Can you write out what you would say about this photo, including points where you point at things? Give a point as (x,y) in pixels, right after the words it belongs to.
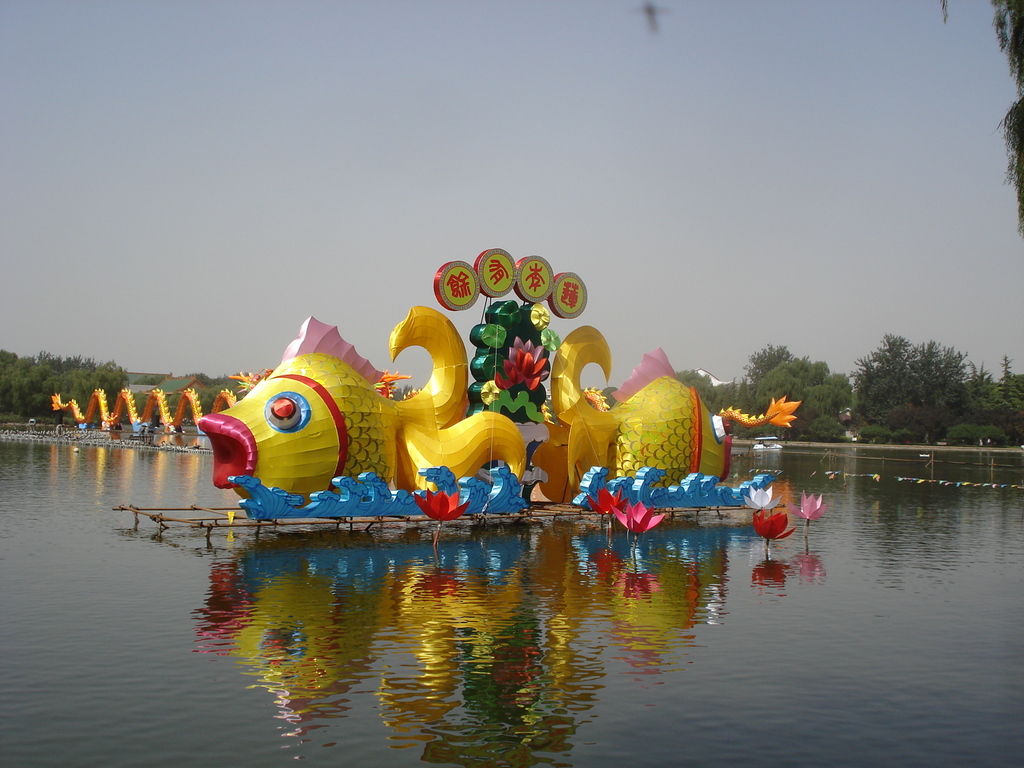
This image is clicked outside. There is something like a boat (560,422) in the middle (447,396). There is water (464,593) at the bottom (523,661). There are trees (925,417) in the middle (397,396). There is sky (485,119) at the top (474,148).
